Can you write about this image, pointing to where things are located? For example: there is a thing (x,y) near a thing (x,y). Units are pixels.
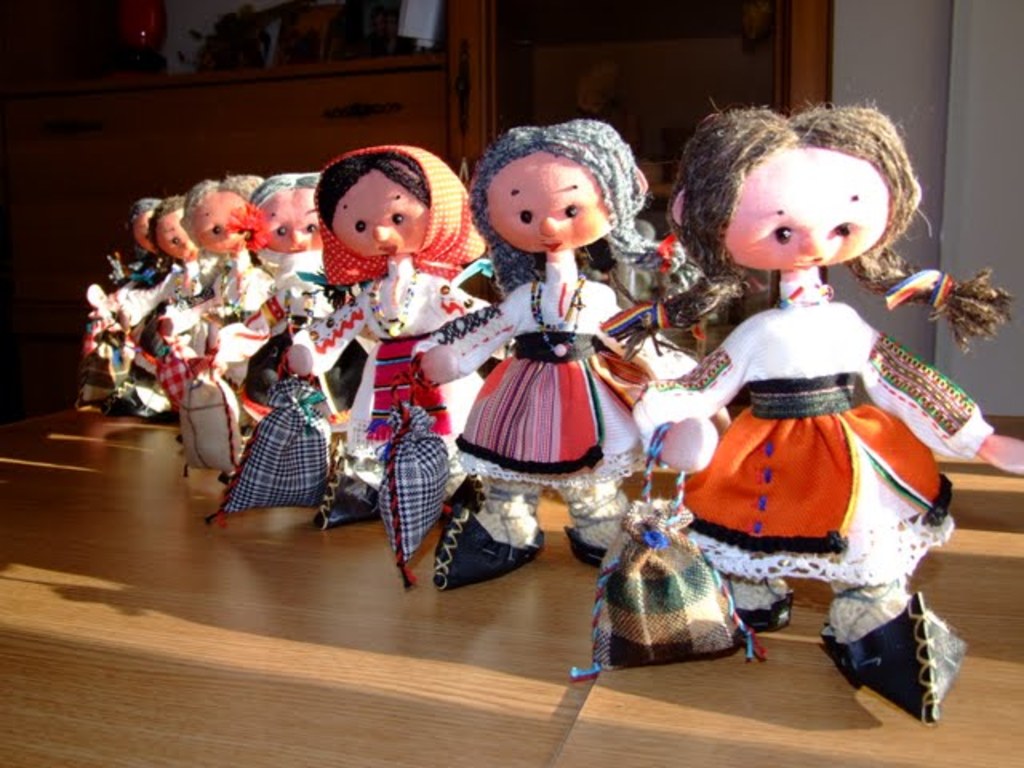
In the image there are toys (700,200) on the table (366,587). Behind them there is a cupboard (484,87) with racks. And also there are few things (248,37) on it.
